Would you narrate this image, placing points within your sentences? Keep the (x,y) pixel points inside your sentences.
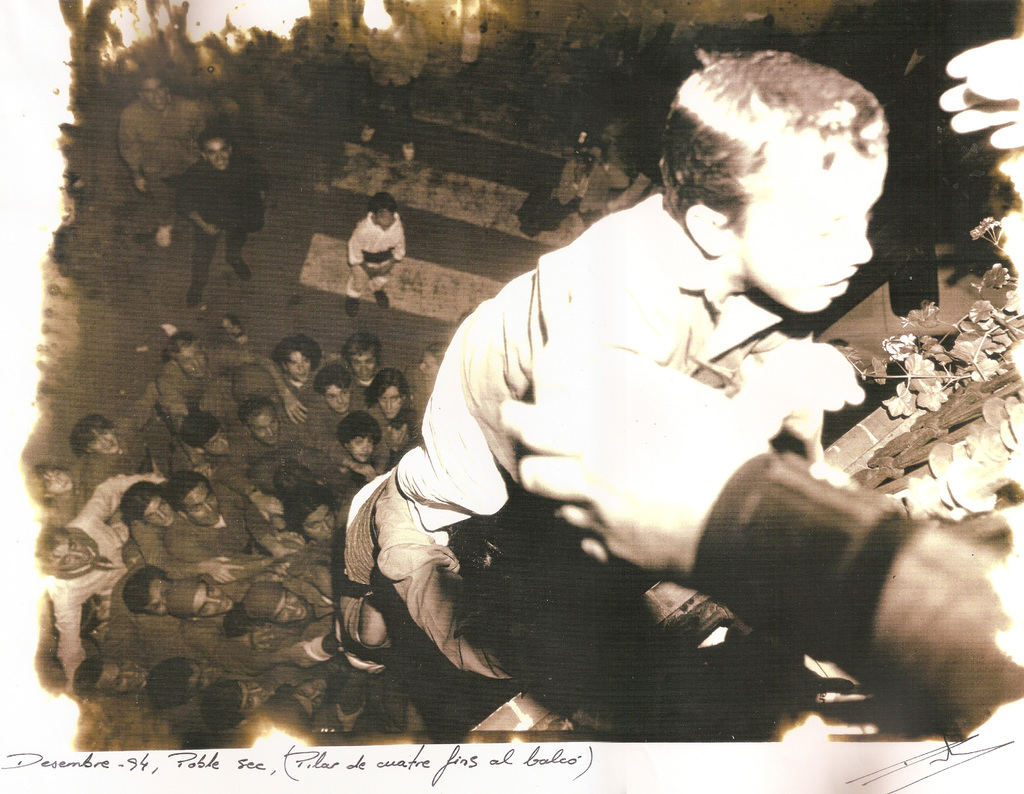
This is a black and white picture. Here we can see group of people (590,320).
